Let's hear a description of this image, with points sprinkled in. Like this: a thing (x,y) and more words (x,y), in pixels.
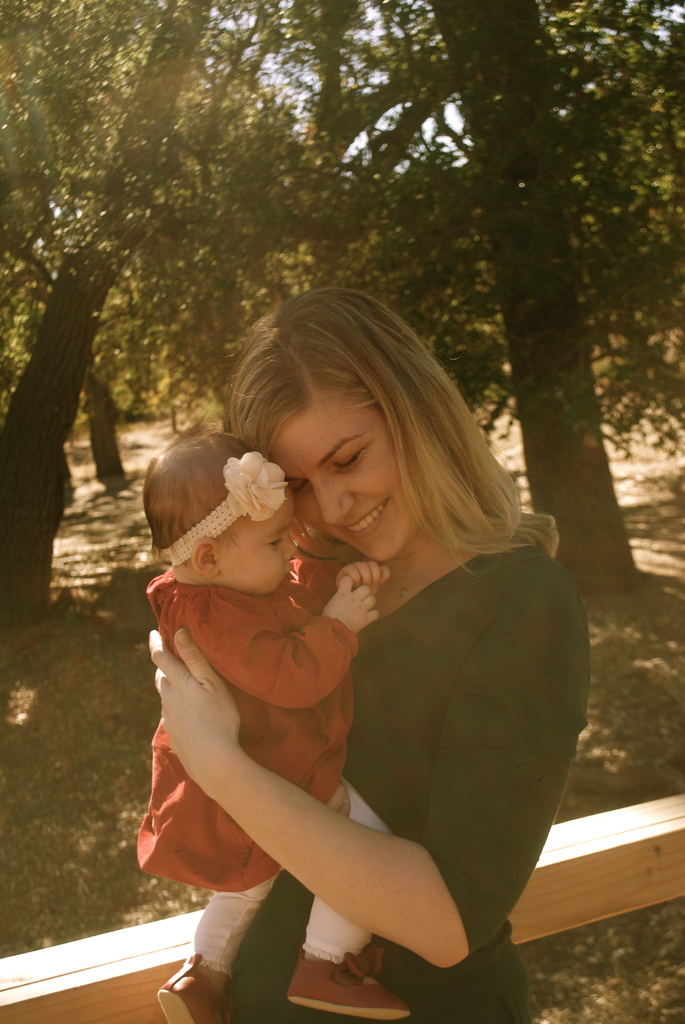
In the picture we can see a woman (428,839) standing and holding a baby (201,837), a woman (489,835) is wearing a black dress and a baby (188,839) with red dress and in the background (673,241) we can see a tree (675,232).
